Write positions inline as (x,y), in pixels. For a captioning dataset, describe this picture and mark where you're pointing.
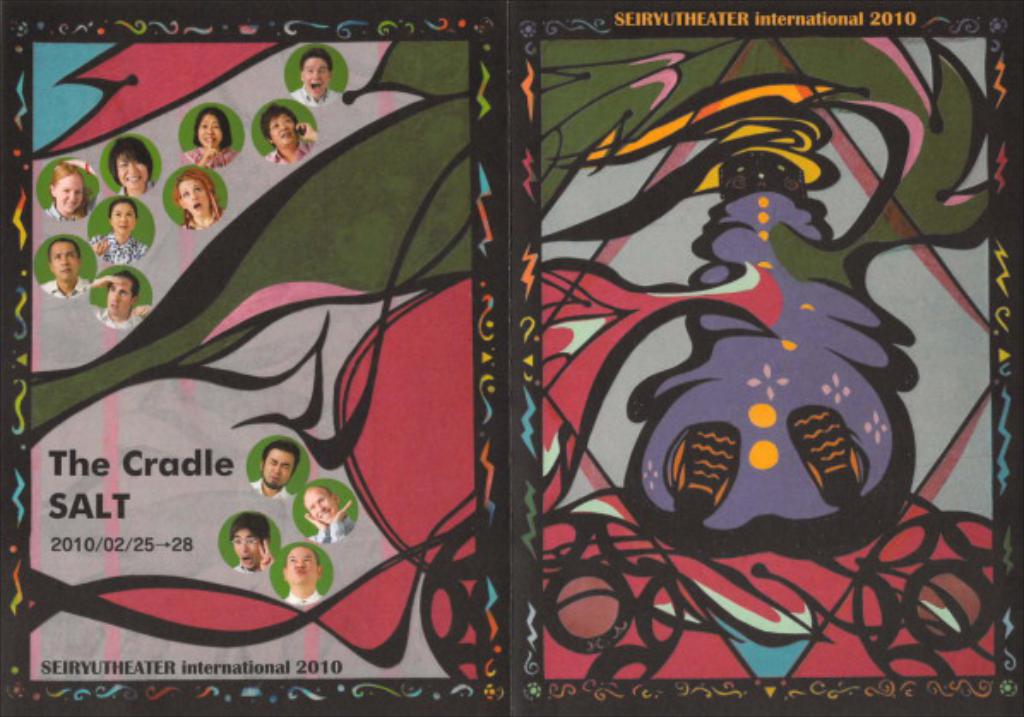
In this image, on the right side (851,556) we can see painting (844,77) and drawing (580,115) and on the left side (299,573) we can see many people faces (254,519) pasted on the paper (162,188).
